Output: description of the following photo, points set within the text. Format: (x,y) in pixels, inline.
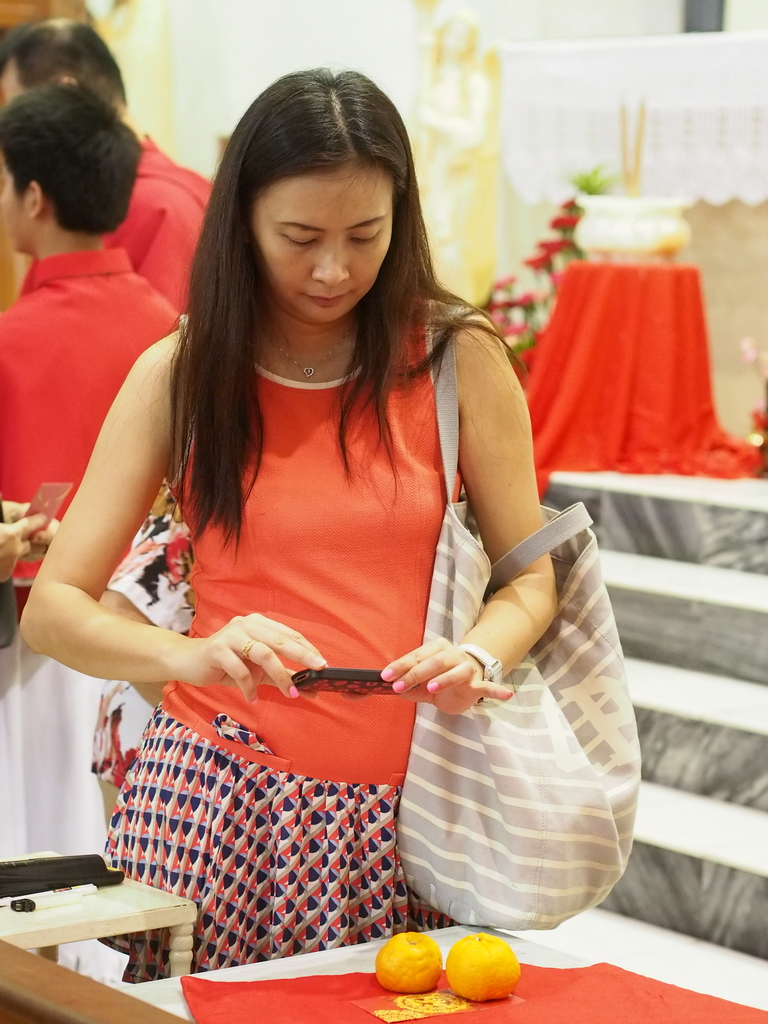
In the image we can see there is a woman (331,414) who is standing in front (208,680) and she is holding mobile phone (313,692) in her hand (256,696) and she is carrying a bag (521,829). On table (472,931) there are two oranges (387,964). At the back (34,338) there are two people (137,266) who are standing and they are wearing red colour shirt (120,345) and on table (656,403) there is red colour cloth (618,388) on it there is a vase (647,216).
